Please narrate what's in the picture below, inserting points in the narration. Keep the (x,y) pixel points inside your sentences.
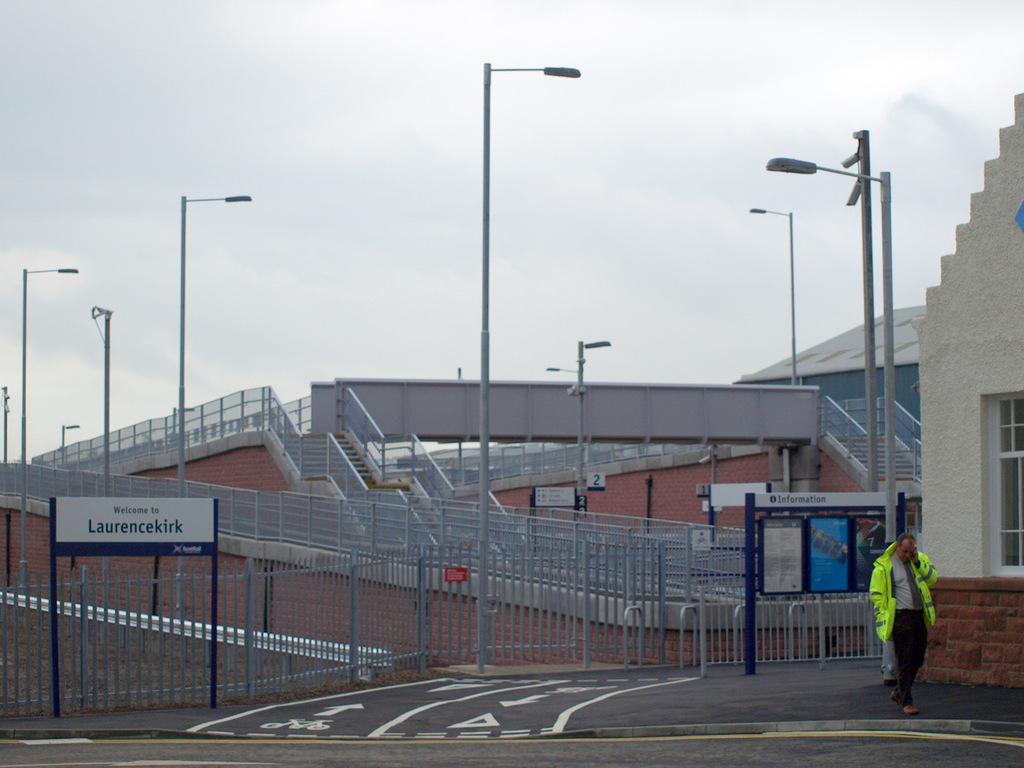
In this picture there is a man (899,612) on the right side of the image (883,617) and there are stairs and poles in the image, there are boundaries (548,641) in the center of the image (350,499) and there are sign boards (188,547) in the image.
